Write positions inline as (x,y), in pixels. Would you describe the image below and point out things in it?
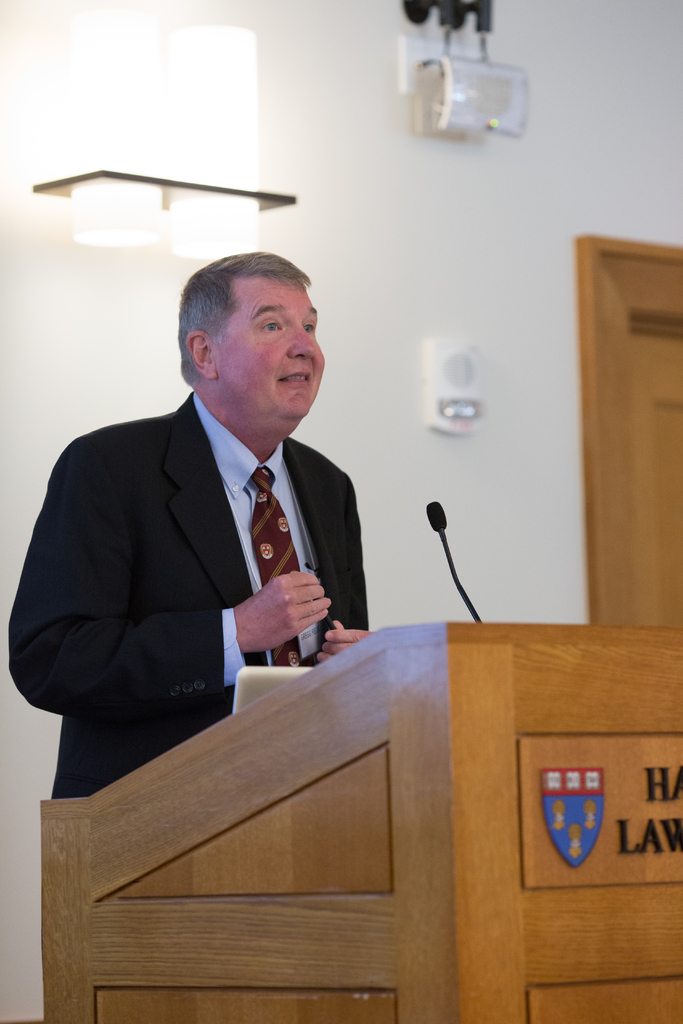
In the background (597,60) we can see the wall (468,178), door (662,339), light (134,136) and objects (510,83) on the wall (523,309). In this picture we can see a man (282,594) wearing a blazer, shirt (285,493) and a tie (282,563). He is standing near to a podium (396,628) and talking. We can see a mike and white color object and on the front portion of the podium (575,875) we can see there is something written and a logo (587,833).
